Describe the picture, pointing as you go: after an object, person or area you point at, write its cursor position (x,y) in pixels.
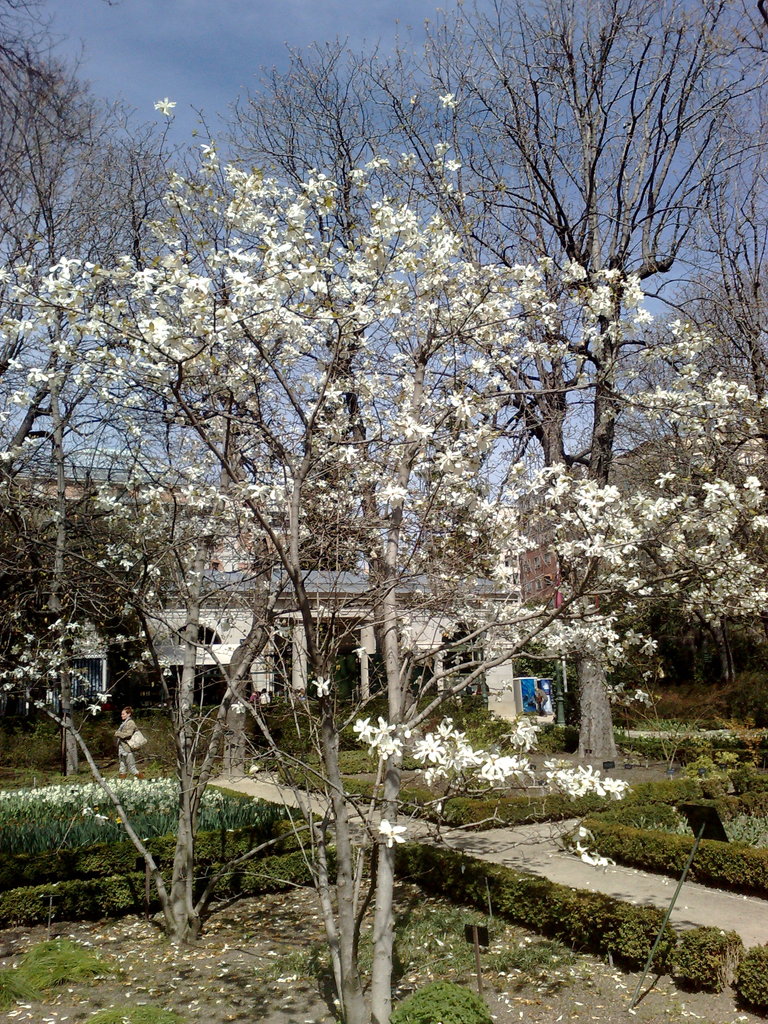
In this picture there is a white color flower plant (468,635). Behind there are some dry tree (619,304) and small house (136,693). In the front (403,1011) bottom side of the image (482,971) we can see a ground (440,949) with small plants (544,958).
